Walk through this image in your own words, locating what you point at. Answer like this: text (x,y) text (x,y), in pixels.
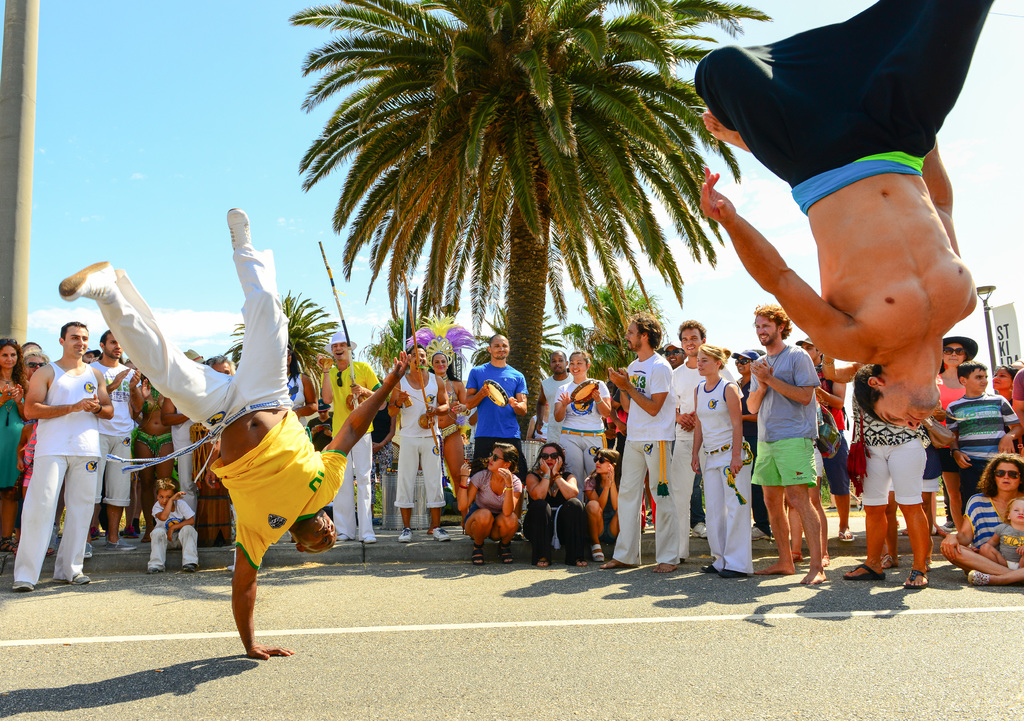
In this image we can see this person (878,155) is inverted in the air (1022,316), this person (248,591) wearing yellow t-shirt (295,490) is standing reverse on the road (330,609), we can see a few more people (568,442) standing on the road (383,611). In the background (997,351), we can see trees (487,298) banner (1011,326), pole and the blue sky (177,219) with clouds (982,350) in the background (253,145).
